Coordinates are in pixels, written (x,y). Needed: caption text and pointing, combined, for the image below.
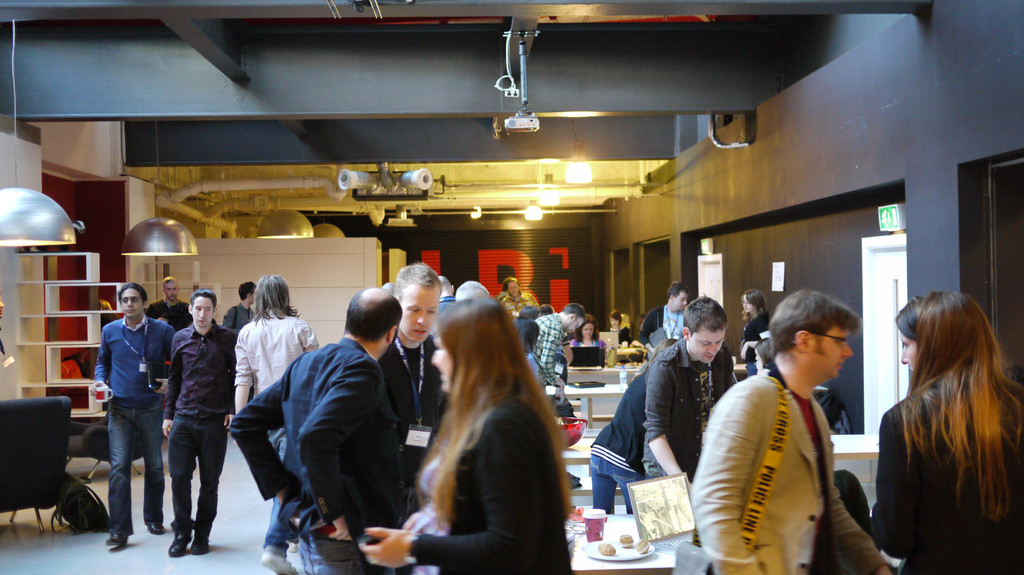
In the center of the image (357,379) we can see many person (413,472) standing at the table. On the table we can see plate (636,556), food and cup (588,523). On the left side of the image (17,434) we can see lights (62,222), chairs (106,426) and persons (122,443) walking on the floor (133,514). In the background (534,328) we can see persons (534,328), tables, projector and wall (429,250).
